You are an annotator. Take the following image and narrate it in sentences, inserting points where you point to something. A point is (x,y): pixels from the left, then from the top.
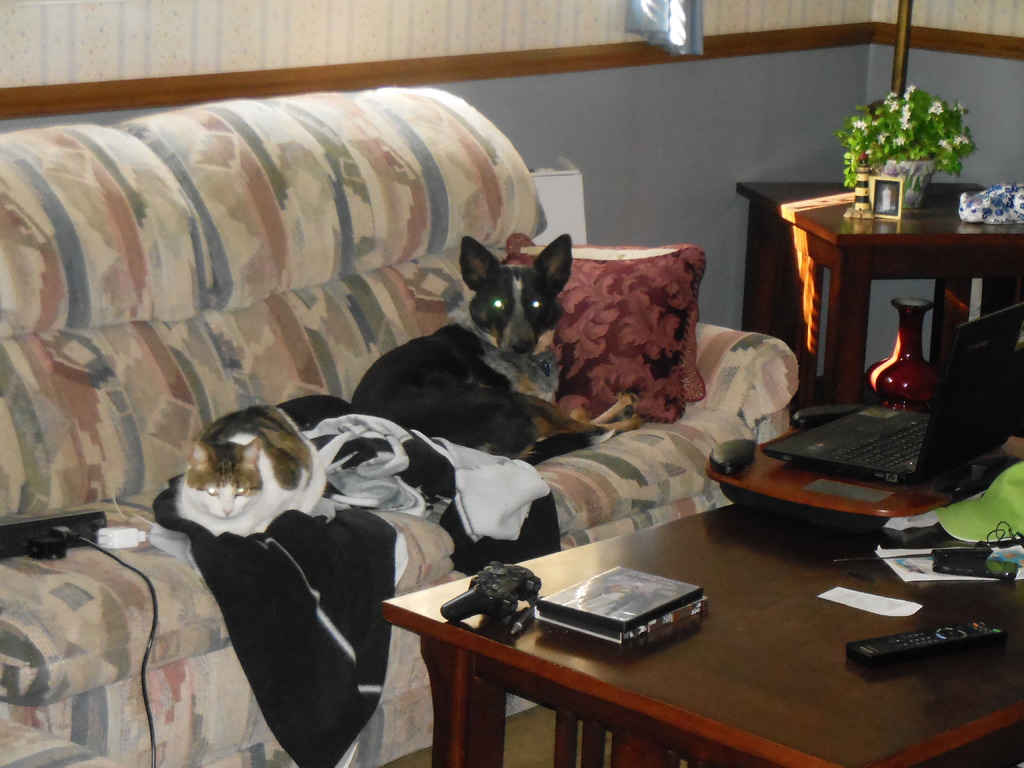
There is a room (298,644). There is a sofa (421,672) and table (758,611). There is a cat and pillow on a sofa (350,226). There is a table (769,577). There is a laptop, pen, paper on a table (771,550). We can see in background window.
